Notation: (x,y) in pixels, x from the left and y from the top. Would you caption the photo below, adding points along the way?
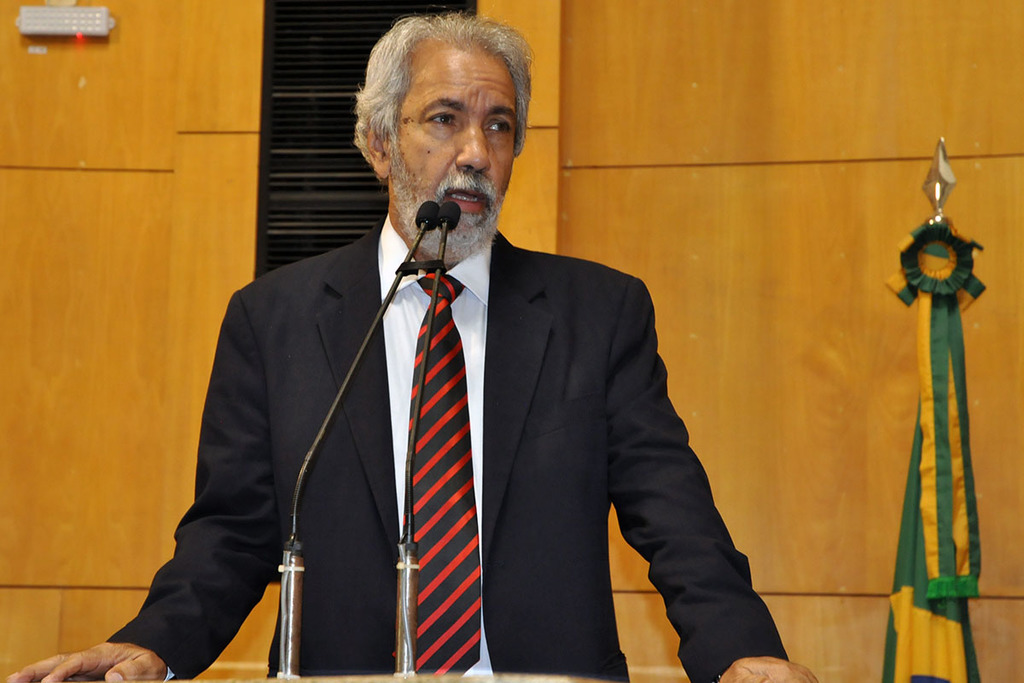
This image consists of a man (469,584) wearing black suit (499,542) is standing and talking in a mic (416,650). In the background (818,315), there is a wall (817,264) in brown color. To the right (928,396), there is a flag (916,668).
